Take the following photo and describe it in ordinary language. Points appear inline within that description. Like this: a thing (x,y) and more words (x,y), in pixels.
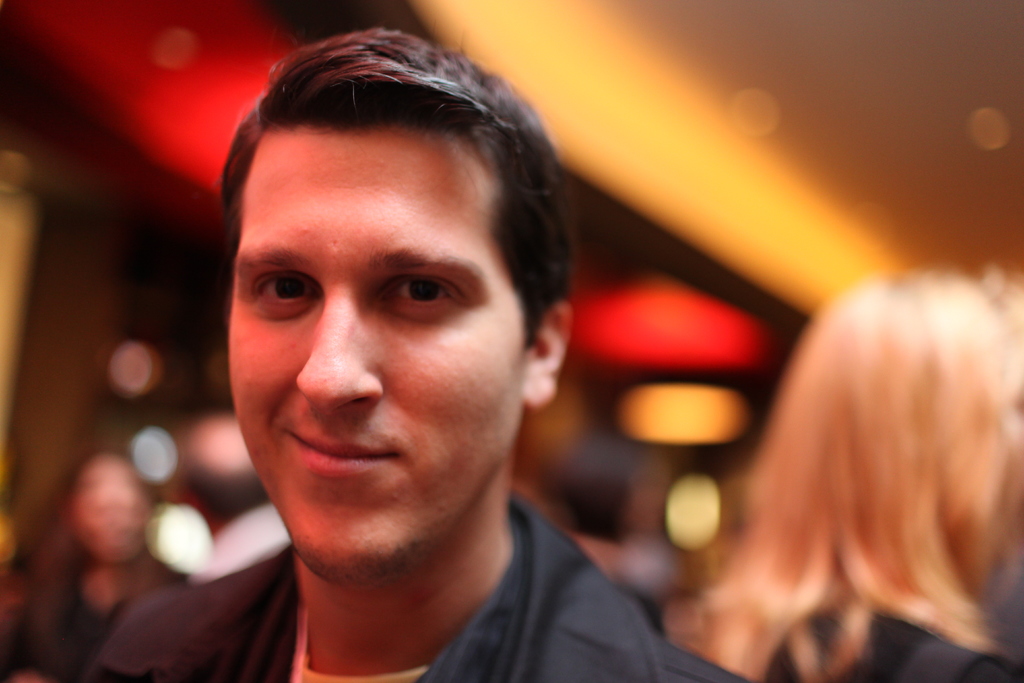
In this image I can see a person (414,411) wearing black color dress (475,622) is smiling. I can see the blurry background (849,592) in which I can see few persons (840,580).
